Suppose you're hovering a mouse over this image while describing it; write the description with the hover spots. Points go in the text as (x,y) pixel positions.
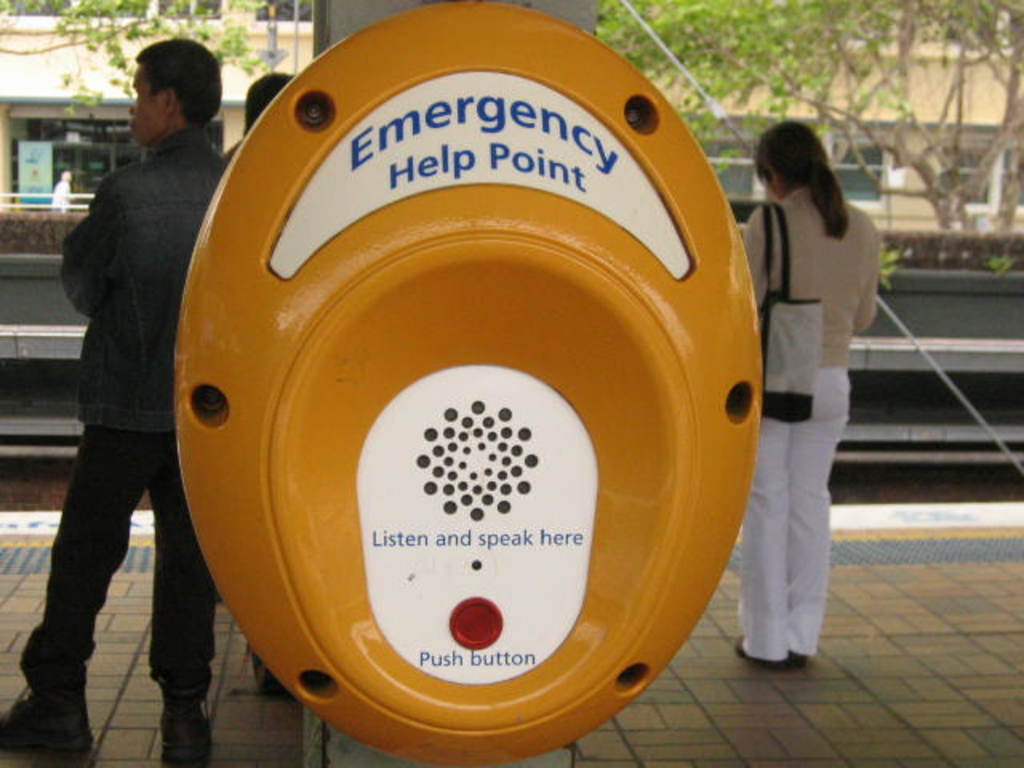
Front we can see a yellow device (670,394). Background (62,174) there are people (769,172), building (88,148), trees (853,58) and hoarding (41,149).
